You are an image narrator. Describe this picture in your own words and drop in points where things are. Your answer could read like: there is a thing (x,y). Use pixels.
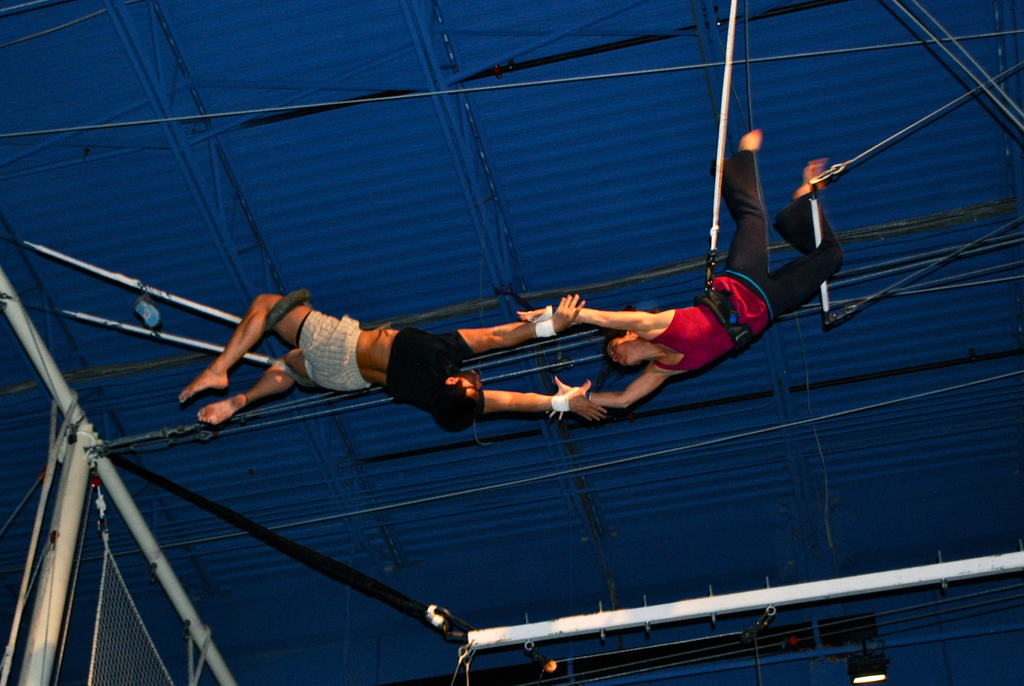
in this picture couple of them (262,383) performing gymnastics. They are hanging to the metal rods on the ceiling (615,308) and I can see metal poles (75,517).
